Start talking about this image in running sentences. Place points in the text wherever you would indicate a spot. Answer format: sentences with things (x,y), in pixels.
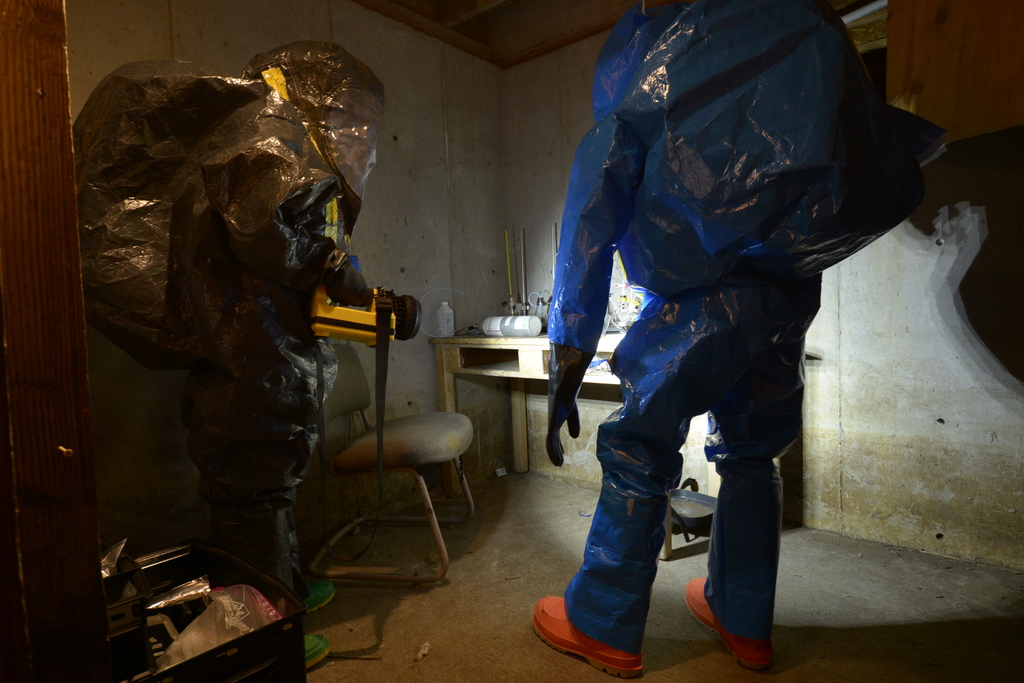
Here we can see that a person (718,159) standing on the floor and he is covered with cover (715,172), and beside another person (286,123) is standing and holding some thing (356,311) in the hand (343,268), and in front there is the chair (433,416), and here is the table (504,340) attached to the wall (571,120).
